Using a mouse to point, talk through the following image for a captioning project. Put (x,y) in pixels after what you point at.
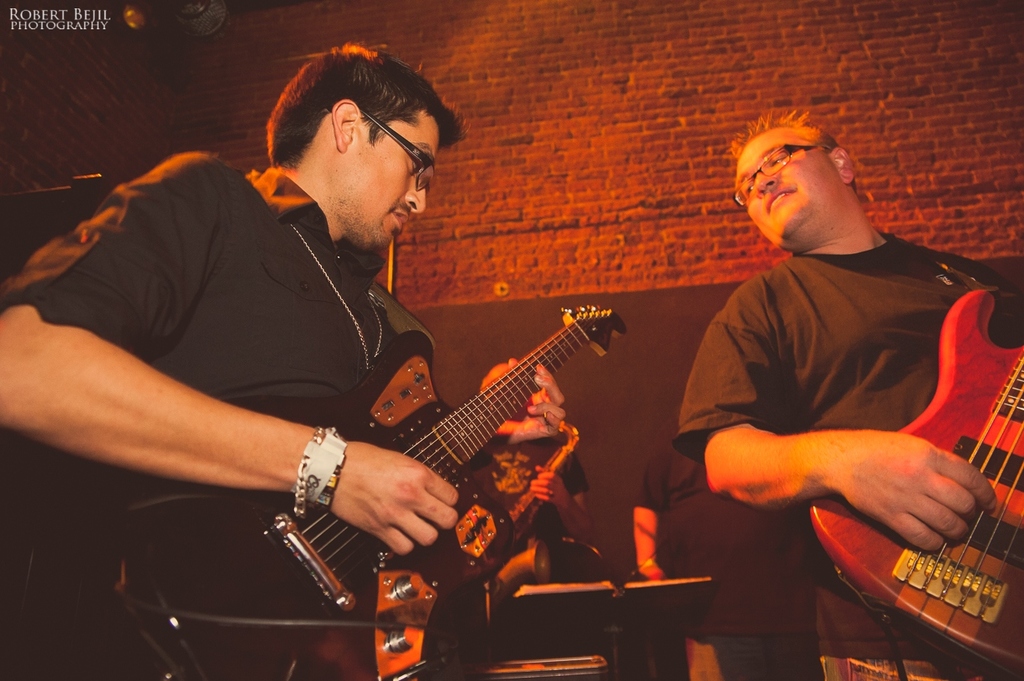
In this picture there is a person (318,106) who is standing at the left side of the image (326,375), he is playing the guitar (385,380) and the person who is standing at the right side of the image (838,184), he is also playing the guitar (935,409), the person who is standing at the center of the image (556,439), he is playing the saxophone (518,559), there is a brick wall (711,279) behind them and there are spotlights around the area of the image.
